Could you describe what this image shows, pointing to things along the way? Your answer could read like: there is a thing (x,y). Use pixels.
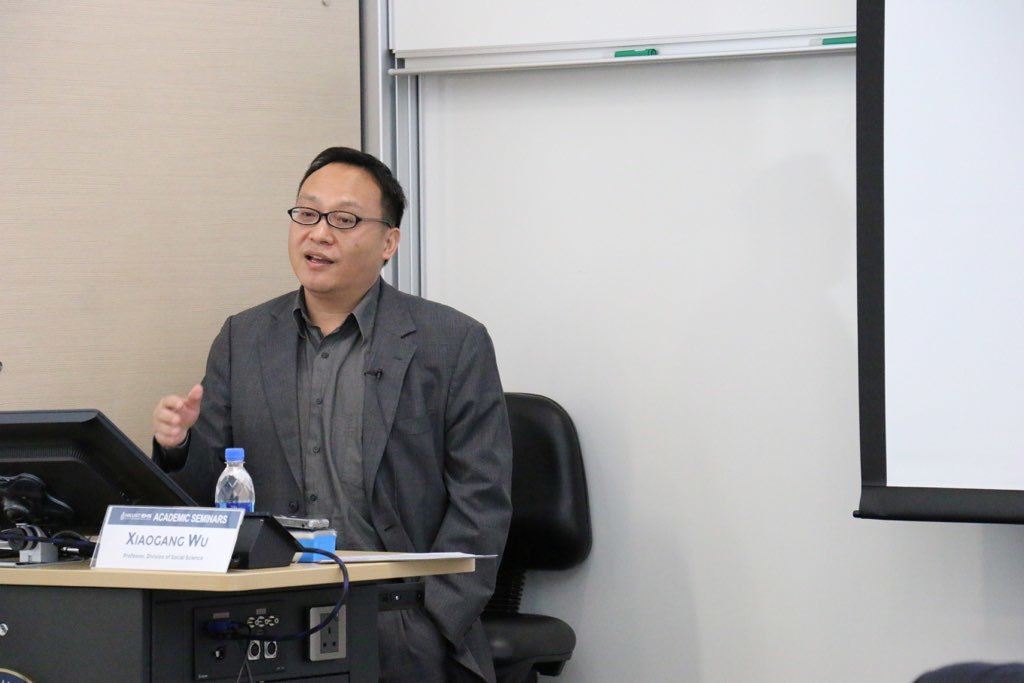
Here we can see that a person (381,175) is standing near the chair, and in front (57,430) here is the table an water bottle (234,470) and monitor (124,448) on it, and here is the wall (579,309).
